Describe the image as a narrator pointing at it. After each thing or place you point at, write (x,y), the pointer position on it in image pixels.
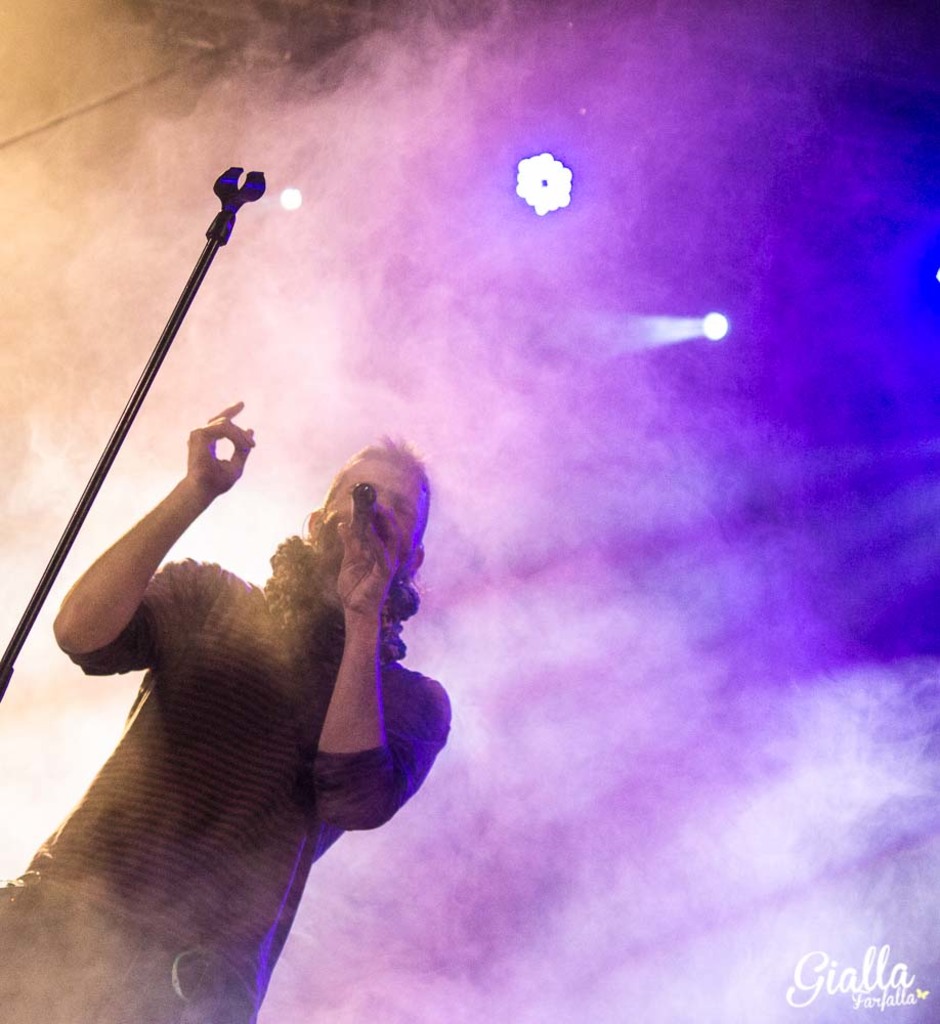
In the picture I can see a person (4,918) wearing T-shirt (336,778) and scarf (306,578) is holding a mic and standing, here we can see the mic stand (197,277). In the background of the image (530,656) we can see smoke (580,413) and show lights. On the bottom right side of the image (808,964) we can see a watermark (904,970).
